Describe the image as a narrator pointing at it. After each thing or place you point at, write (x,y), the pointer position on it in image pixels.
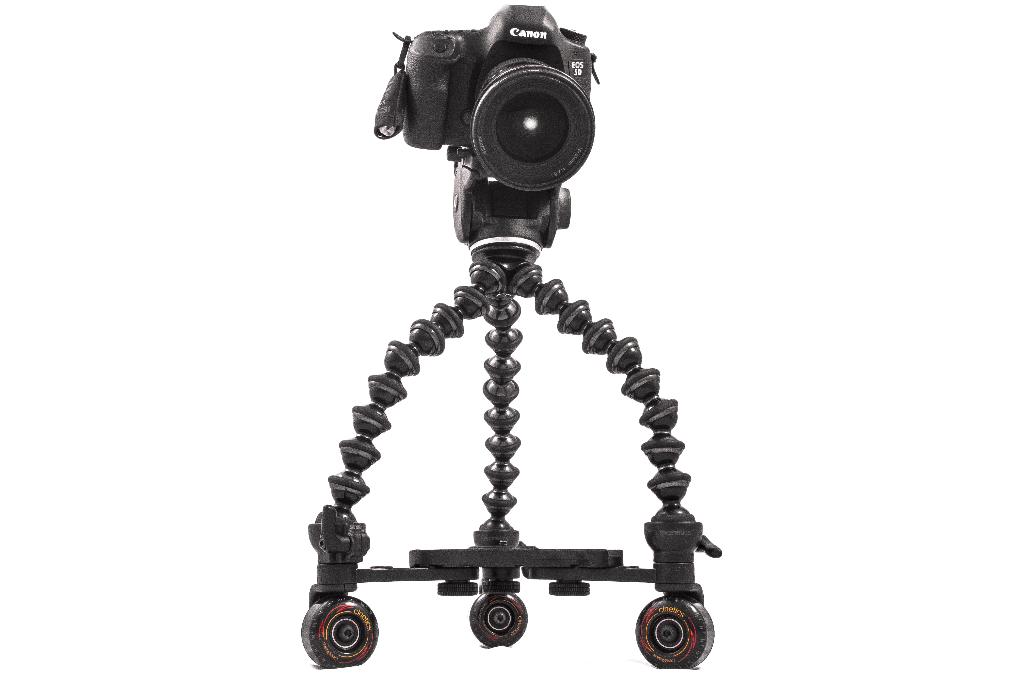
In this picture we can see a gorillapod stand (555,550), there is a camera (556,145) present on the stand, we can see a white color background (756,269).
